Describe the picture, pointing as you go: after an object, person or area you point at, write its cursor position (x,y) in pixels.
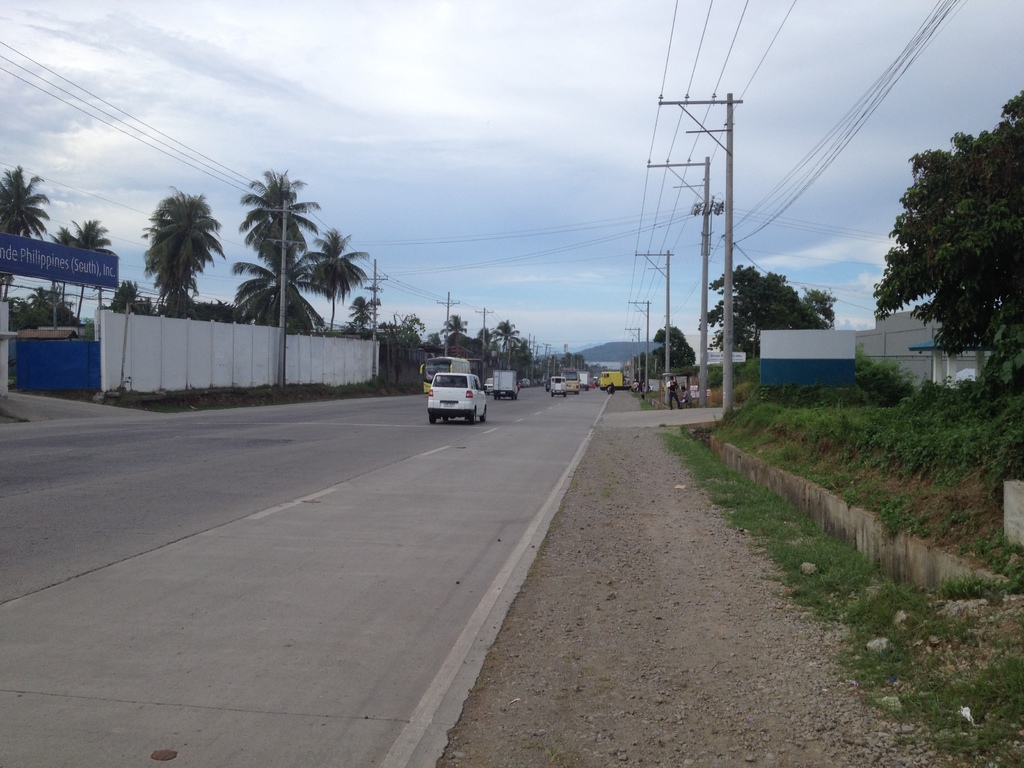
In this image we can see the vehicles (439,412). On the right side (825,403), we can see the poles (725,363) with wires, trees (754,343), plants (850,455), grass (865,463), person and buildings (939,366). On the left side (77,345), we can see the wall (119,358), gate (77,345), board (89,270) with text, poles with wires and the trees (308,304). In the background (612,355), we can see a mountain (578,351). At the top (454,186) we can see the sky (414,151).
